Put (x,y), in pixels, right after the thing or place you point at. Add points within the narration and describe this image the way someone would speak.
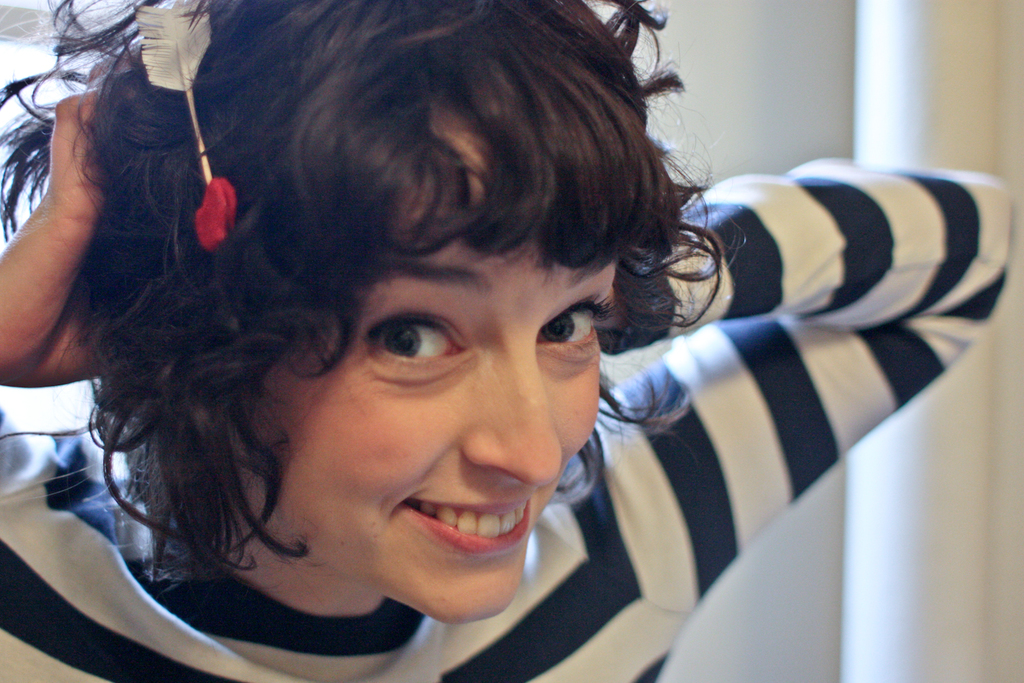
In this image there is a woman (477,356) with a smile (450,528) on her face (412,511) and there is an object (195,56) on her head (241,179). In the background (711,65) there is a curtain (839,87) in white color.
